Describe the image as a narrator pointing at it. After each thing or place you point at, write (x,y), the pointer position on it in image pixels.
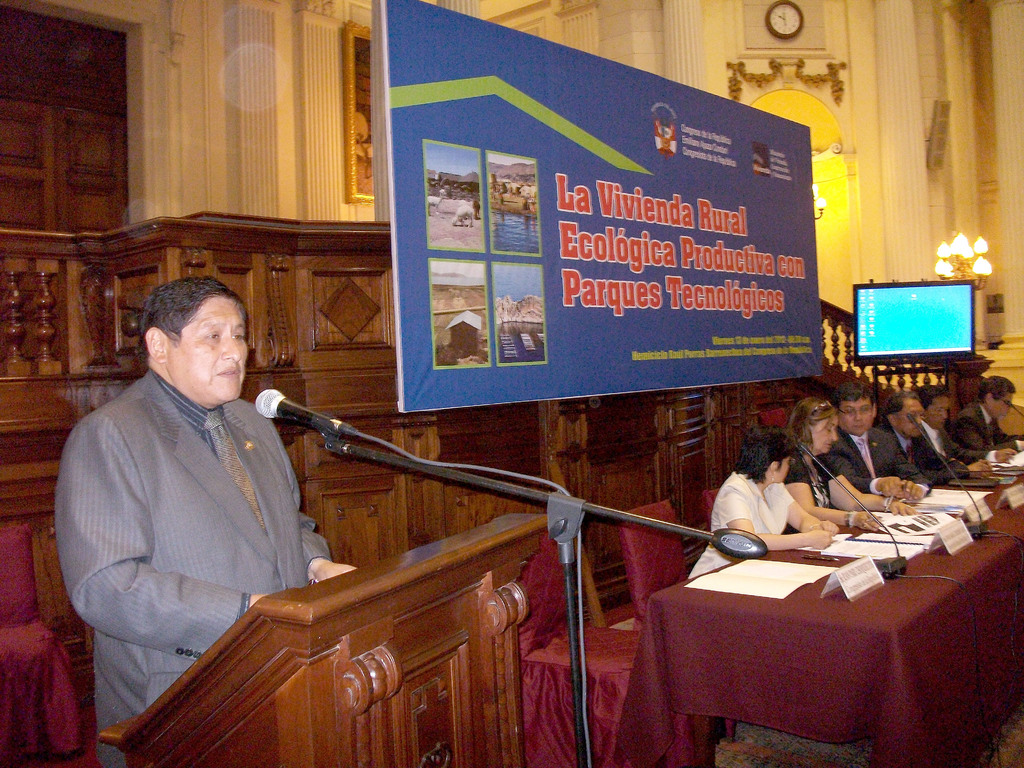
On the left (264,304) we can see podium (324,600), mic (342,430), stand (354,452), person (166,507), wall (97,335) and other objects (57,147). In the middle of the picture (437,264) there are chairs (643,550), people (729,480), banner (570,228), wall (317,128), frame (362,168), table (765,627), papers (844,541), name boards (853,570) and other objects (882,565). On the right (924,295) there are people (968,427), television (959,281), light (952,249), wall (809,25), clock (793,25) and pillars (898,162).
